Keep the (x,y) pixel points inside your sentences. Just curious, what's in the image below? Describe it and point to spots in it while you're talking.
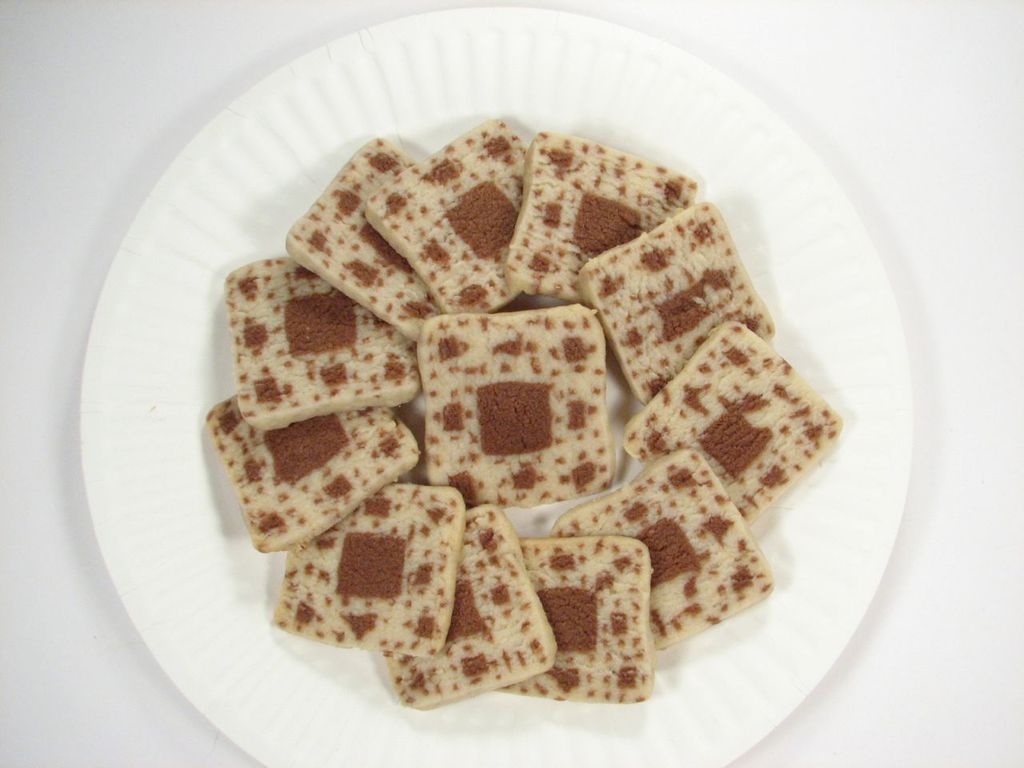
In this image I can see food (462,210) which is in cream and brown color in the plate (301,142) and the plate (193,249) is in white color.
